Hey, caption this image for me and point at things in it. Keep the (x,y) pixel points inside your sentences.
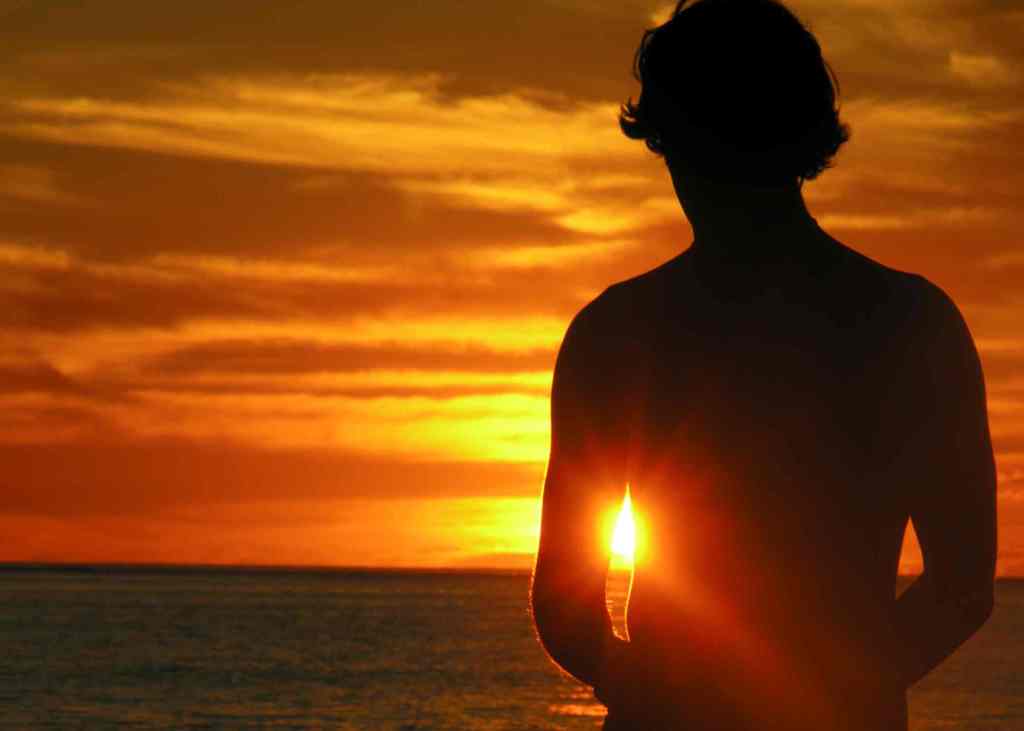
In the front of the image (743,180) we can see a person (741,331). In the background of the image (619,537) there is a cloudy sky (332,460), sunlight (619,537) and water (305,643).
